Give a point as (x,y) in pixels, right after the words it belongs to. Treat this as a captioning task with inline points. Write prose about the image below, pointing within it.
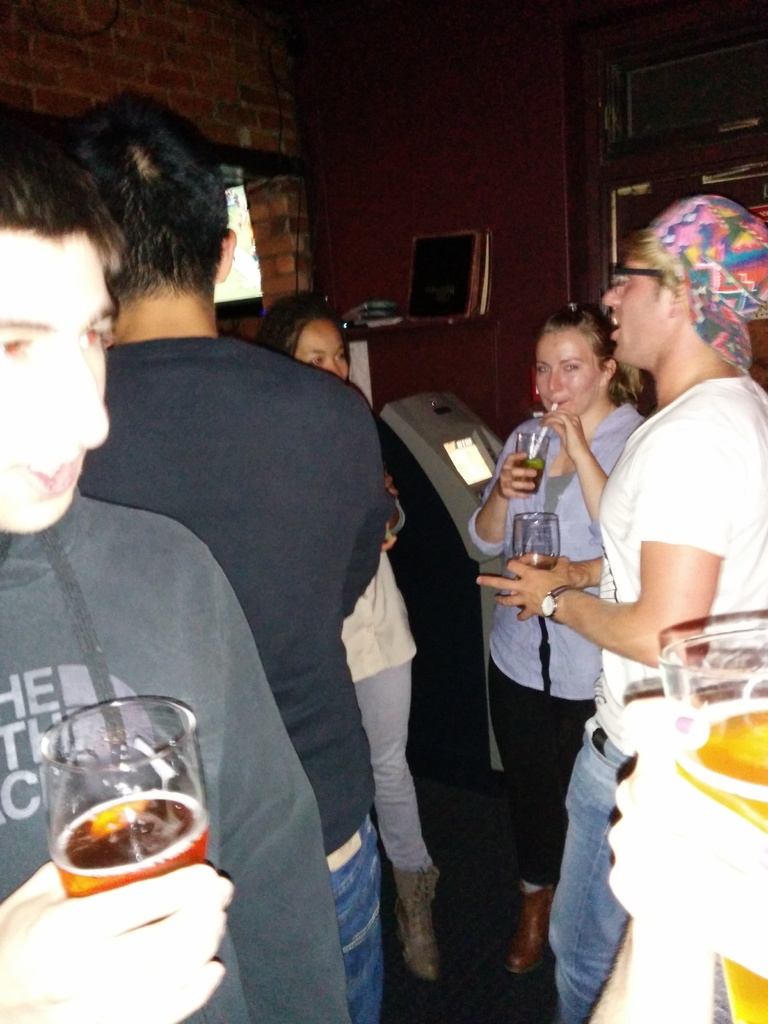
In this picture we can see some persons (8,1011) are standing and holding a glass (555,546) with their hands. And there is a wall (451,93) on the background (444,142).
